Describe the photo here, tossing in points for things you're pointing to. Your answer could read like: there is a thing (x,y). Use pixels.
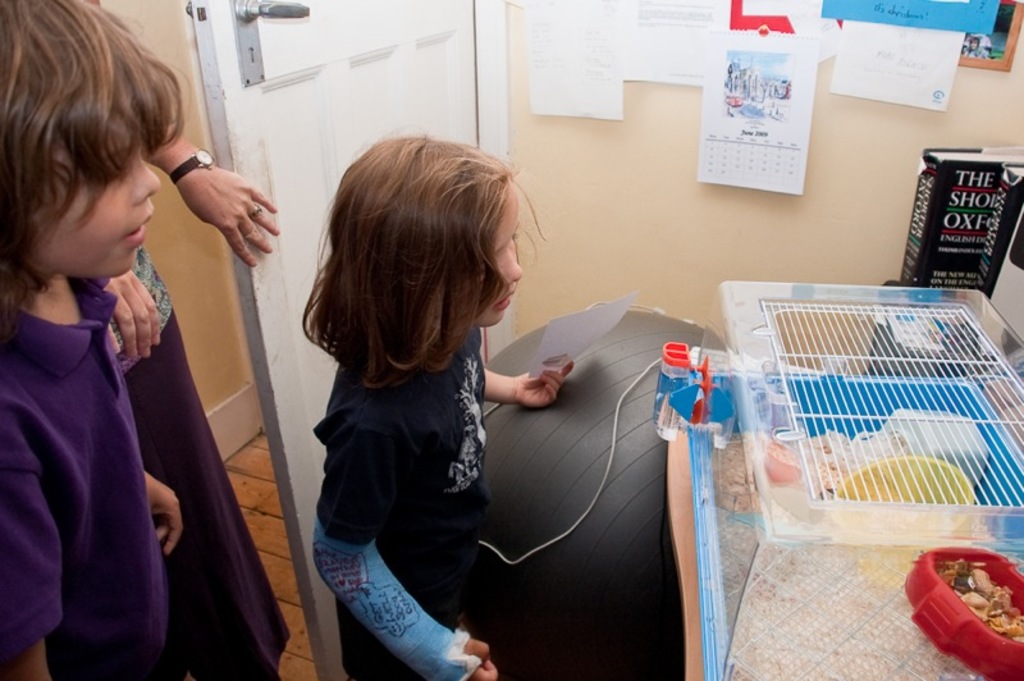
In the image we can see there are two childrens (58,486) and a person (159,448) standing, they are wearing clothes (415,556). This is a wrist watch (205,151), finger ring (258,208), cable wire (539,552), door (317,70), wallpapers (697,40), box (1002,665), food (981,609) in the box (994,655), bottle (684,372), dictionary (961,225) and grill sheet (886,452).
